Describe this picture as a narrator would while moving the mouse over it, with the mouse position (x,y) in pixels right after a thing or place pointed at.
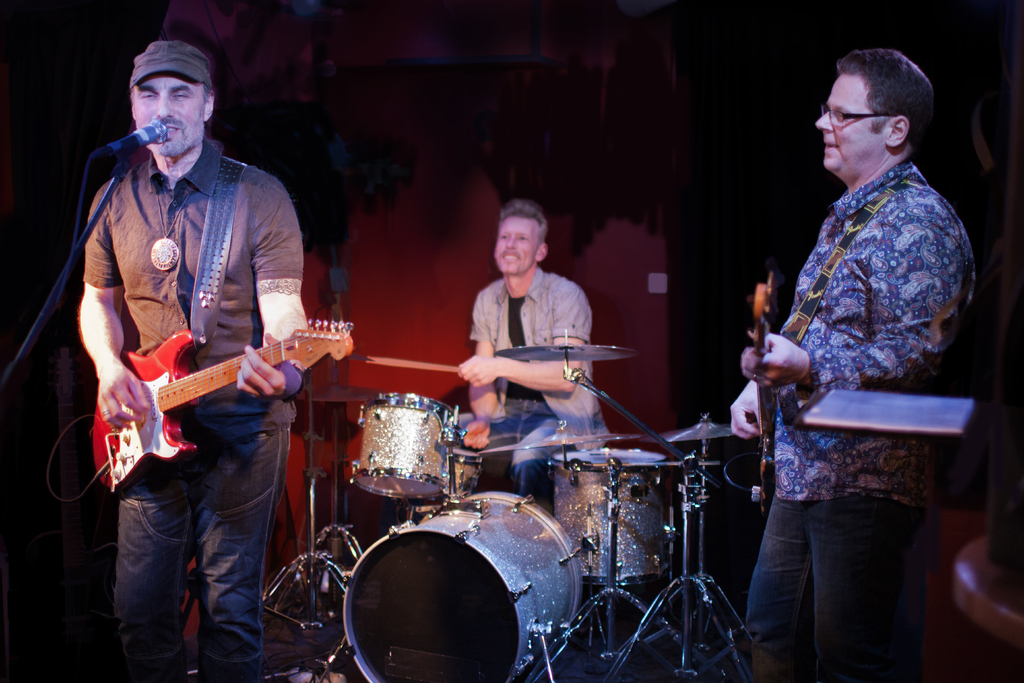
There are two men (126,229) are standing and holding a music instruments (179,405) and a man (539,365) sitting on the chair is playing a music instrument (456,426) and a man (132,216) singing in the microphone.
